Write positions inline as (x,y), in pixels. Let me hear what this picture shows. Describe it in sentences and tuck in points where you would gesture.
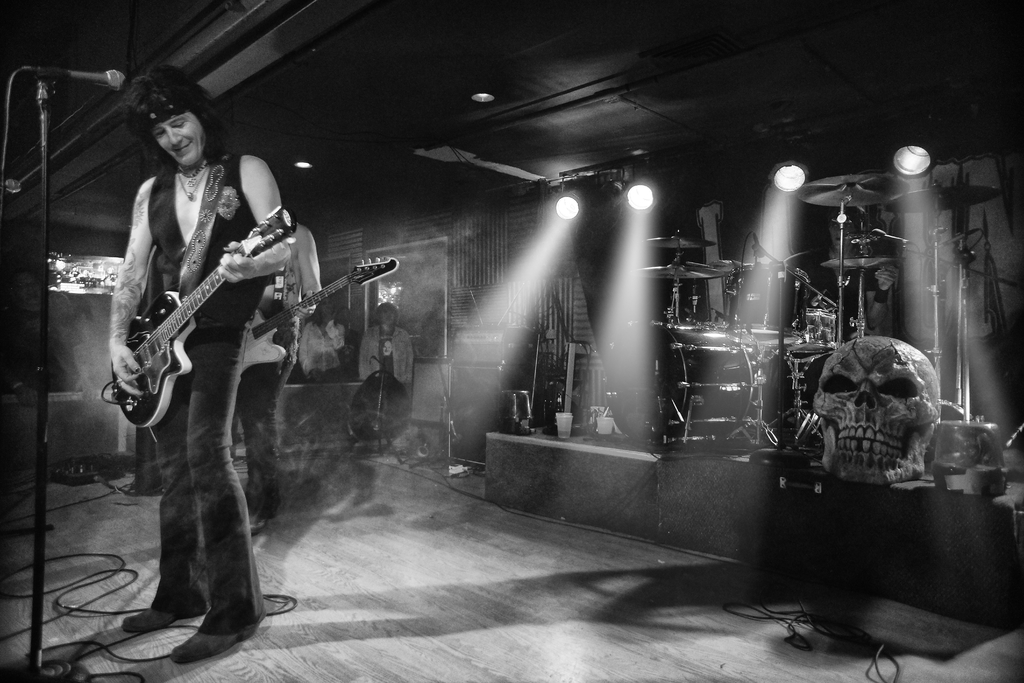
On the left side (138,265) we can see one man (203,271) holding guitar (182,309). In front of him we can see microphone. Coming to the background (539,267) we can see the lights (565,222) and few musical instruments (804,445) and some persons (390,357) were standing.
